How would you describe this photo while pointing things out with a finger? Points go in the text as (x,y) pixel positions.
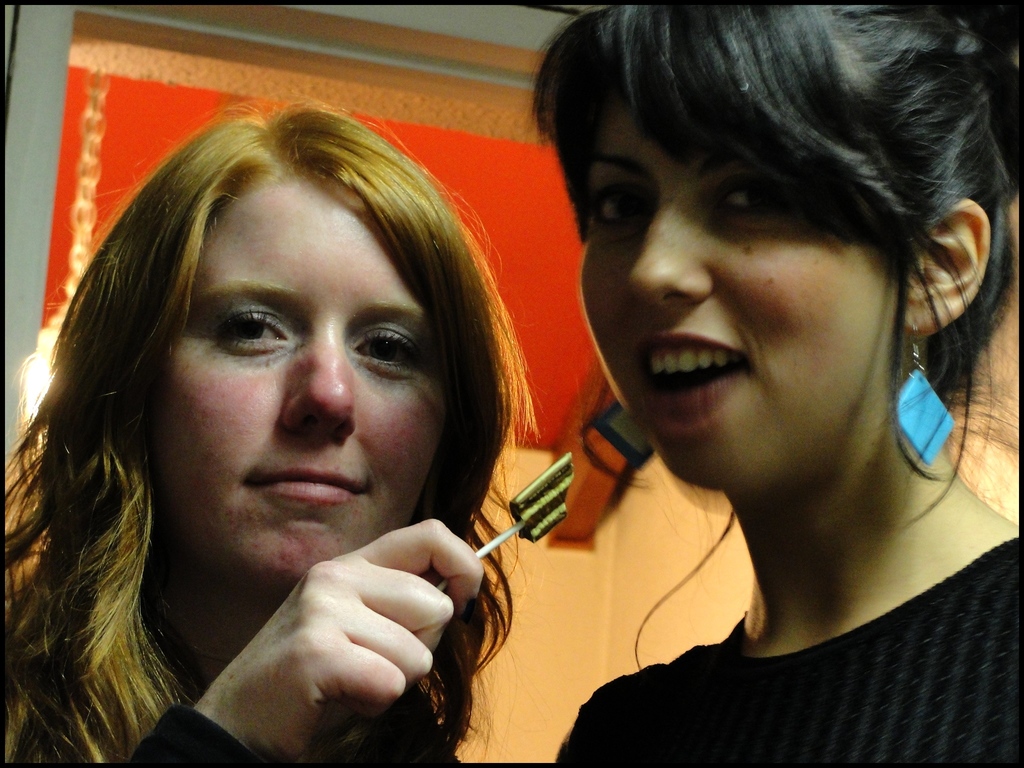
In this image I can see two women (446,452). They are giving pose for the picture. The woman (251,439) who is on the left side (246,482) is holding an object (439,587) in the hand (463,575). In the background (545,545) there is a wall (545,545).
